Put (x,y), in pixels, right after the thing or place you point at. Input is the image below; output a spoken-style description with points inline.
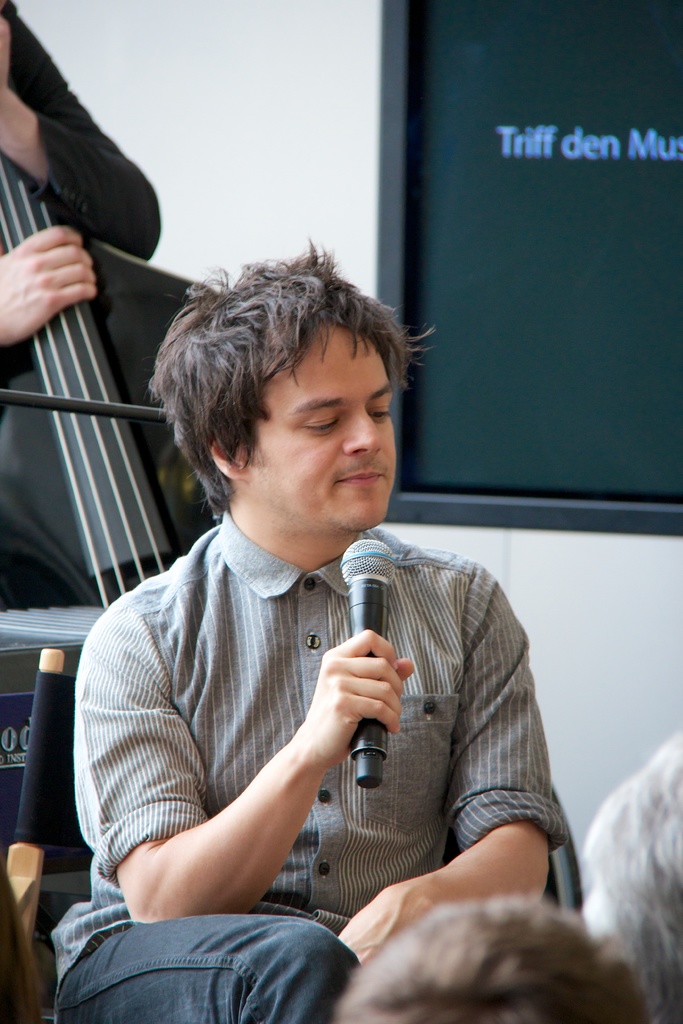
This man (461,577) sitting on a chair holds a mic (365,617). Another person (71,235) holds a bass (149,516). This is a board (625,356) attached to a wall (311,101).
